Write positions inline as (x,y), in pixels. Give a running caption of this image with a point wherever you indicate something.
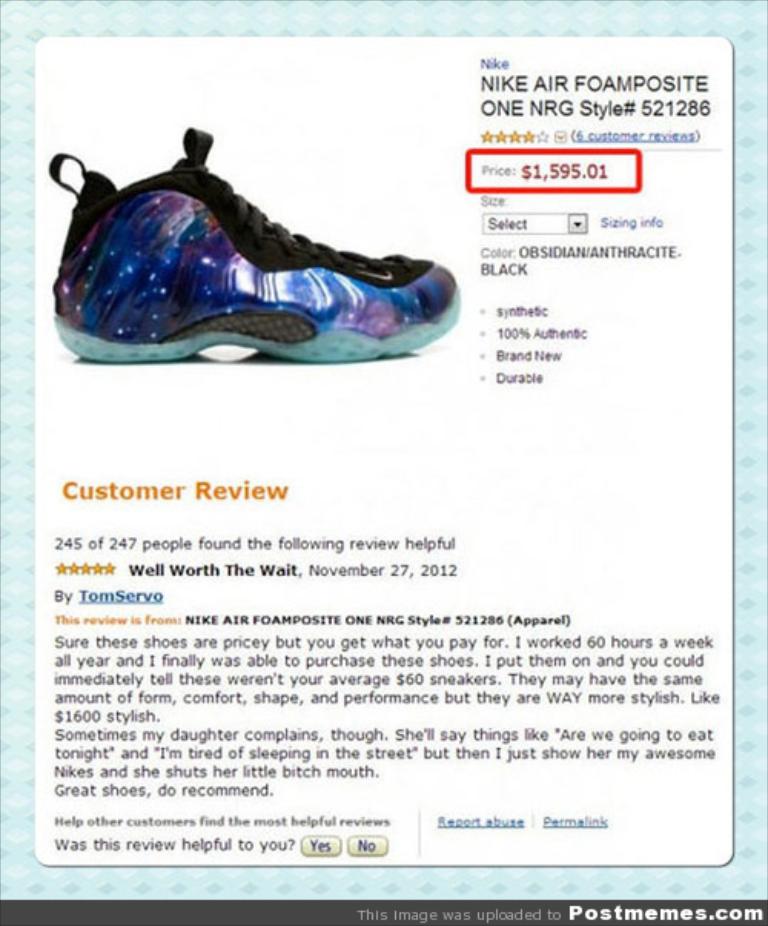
In this image we can see a poster (238,587) with some text (618,700) and image of a shoe (243,308).
